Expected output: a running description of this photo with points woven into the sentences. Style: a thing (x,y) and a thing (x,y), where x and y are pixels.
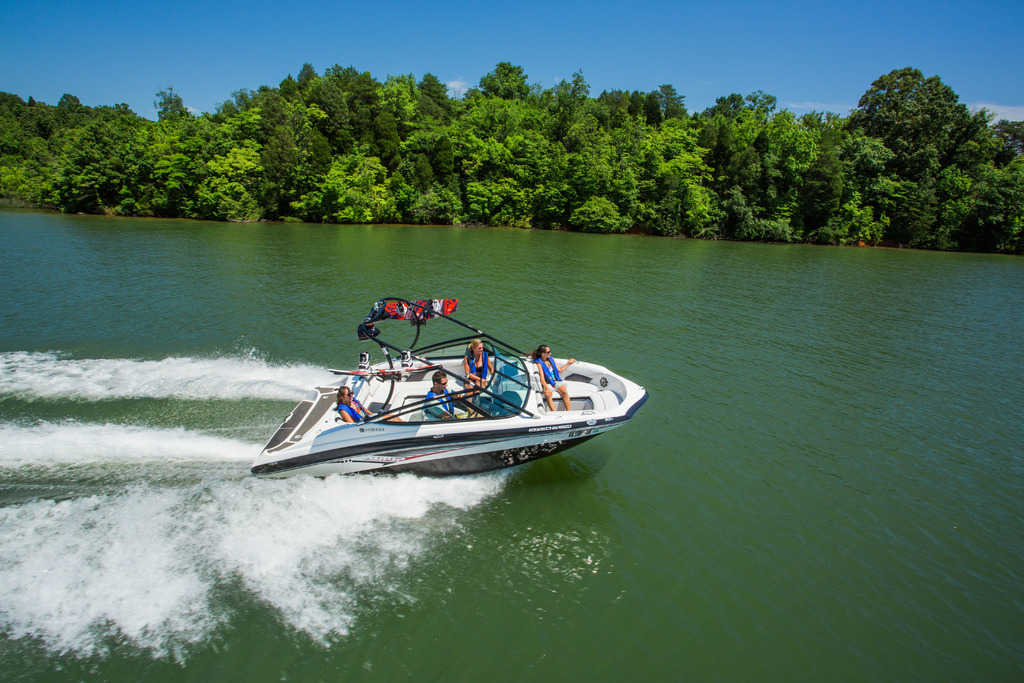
In the center of the image (365,447) we can see a speedboat (336,454) on the water (666,605) and there are people (339,401) sitting in the boat (320,422). In the background (334,212) there are trees (508,85) and sky (453,59).
